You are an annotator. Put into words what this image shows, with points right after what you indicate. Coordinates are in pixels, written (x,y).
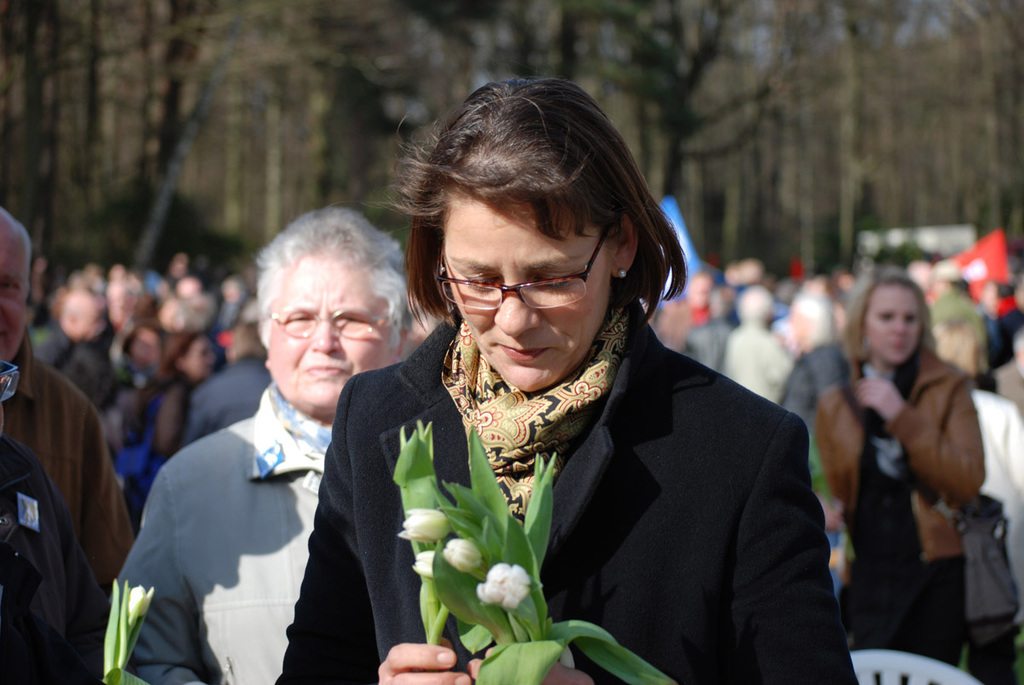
In this image I can see a woman (593,385) wearing black colored dress (662,511) and cream colored scarf (510,401) is standing and holding few flowers (525,608) which are green and white in color. In the background (928,639) I can see number of persons (914,379) standing, a white colored chair (940,667) and few trees (756,108).
